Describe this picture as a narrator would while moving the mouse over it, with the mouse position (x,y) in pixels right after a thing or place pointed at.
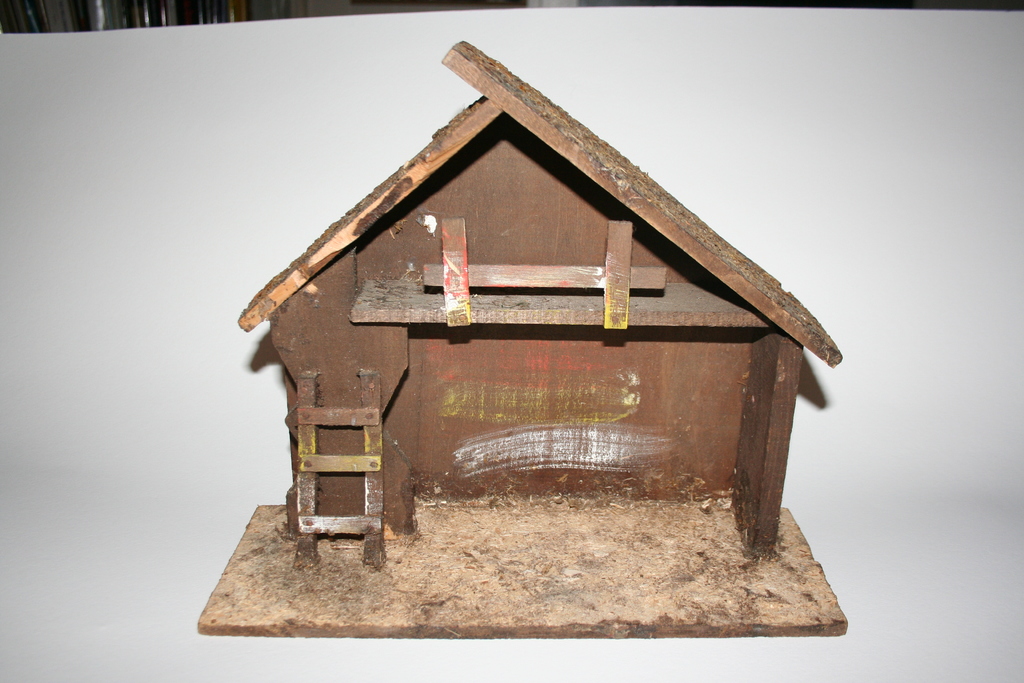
In this image I can see a brown colour miniature shack (416,370). I can also see white colour in background (833,326).
